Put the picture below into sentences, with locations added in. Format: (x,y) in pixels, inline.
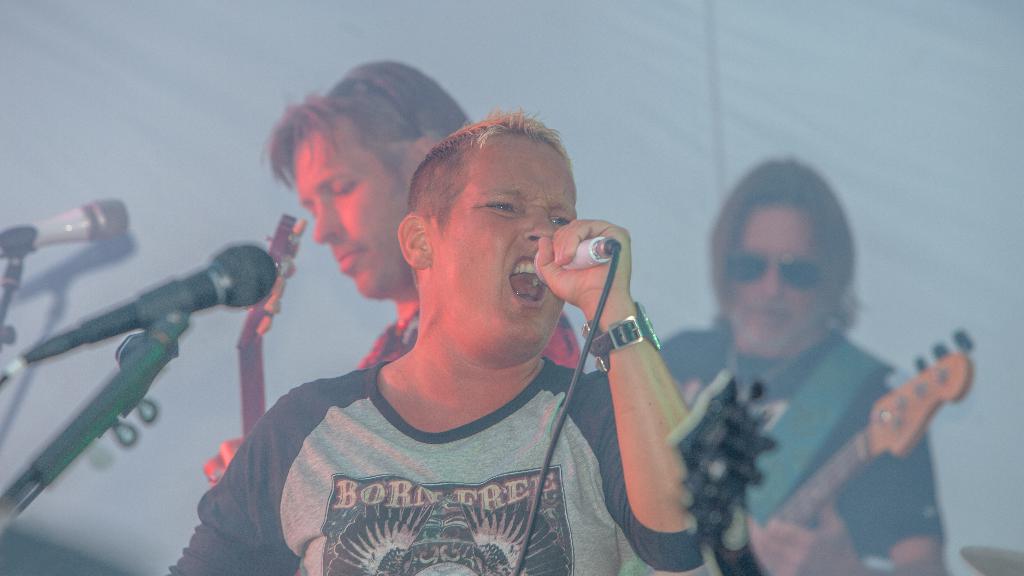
In this picture we can see a man (353,465) standing and holding a mike (587,254) in his hand (600,292) and singing. On the background (339,203) we can see two men (801,290) standing and playing guitars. These are mike's (152,318).
